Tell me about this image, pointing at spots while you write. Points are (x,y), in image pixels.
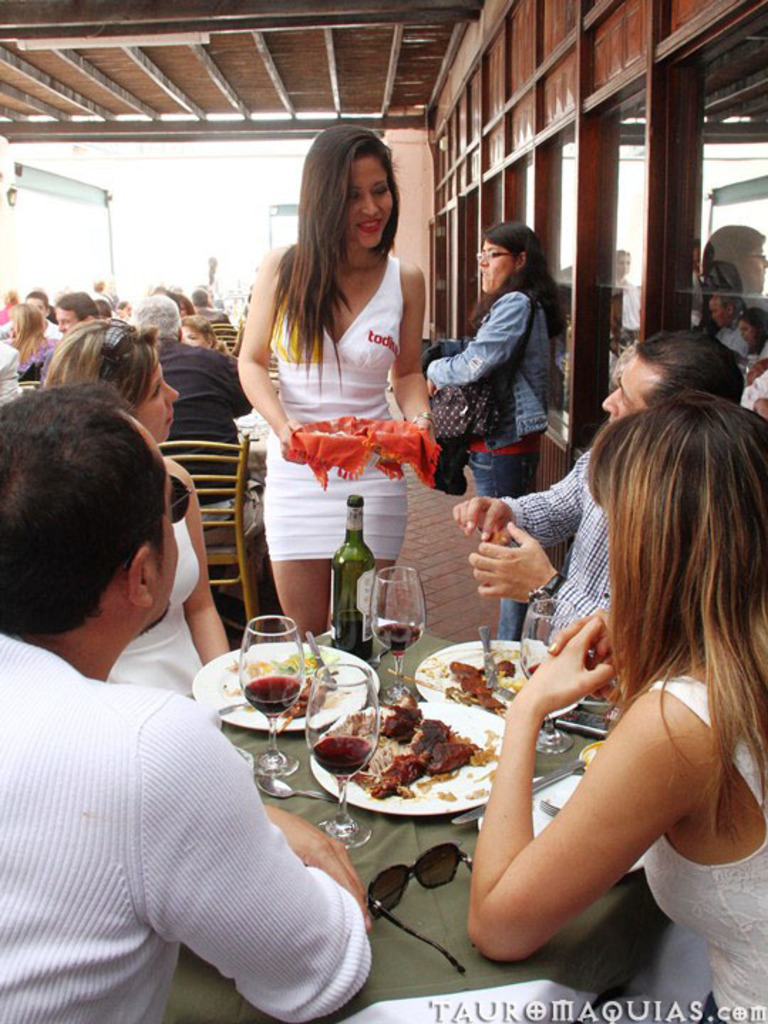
There is a group of people (482,549) who are sitting on a chair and having a food (589,763). There is a man (592,607) on the right side (583,600) and he is having a conversation with this woman (279,361). There is a woman (539,360) standing on the right side (529,368).
